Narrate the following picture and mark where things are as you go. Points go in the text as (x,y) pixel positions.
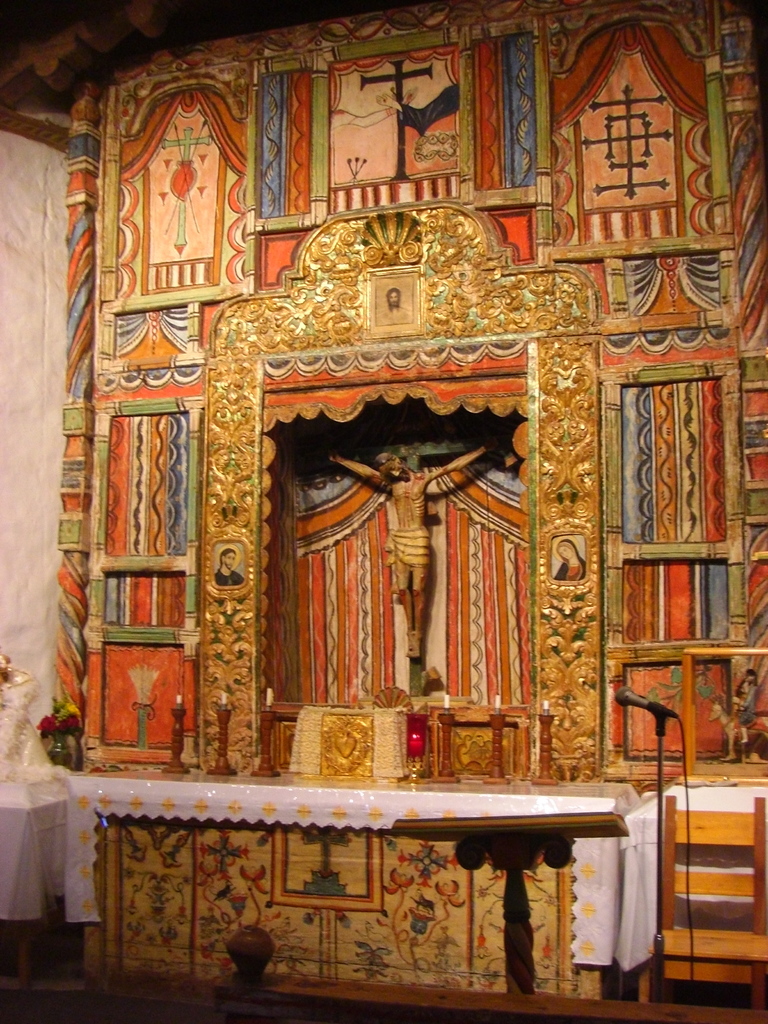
There is a stand (527,832), microphone (621,702) on the right (553,816). There is a table (579,884), candles (177,763) and a sculpture (397,528) at the back (402,715).
